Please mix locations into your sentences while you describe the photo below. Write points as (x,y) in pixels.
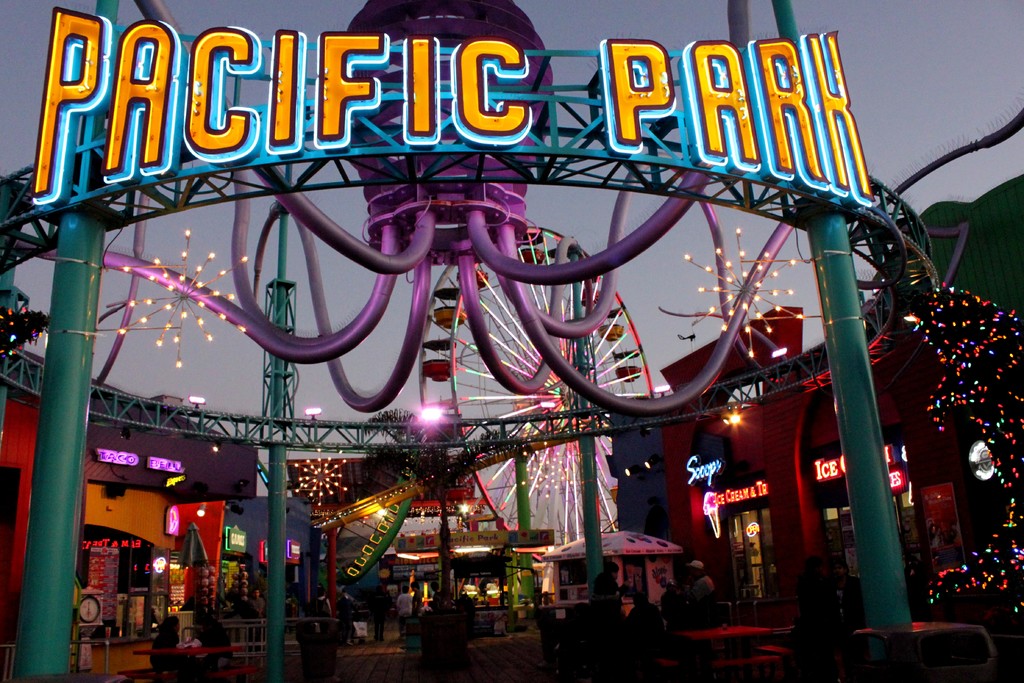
In the image we can see a exhibition (115,347). At the bottom of the image (436,600) few people (344,592) are standing and walking. Behind them there is sky (939,10).
